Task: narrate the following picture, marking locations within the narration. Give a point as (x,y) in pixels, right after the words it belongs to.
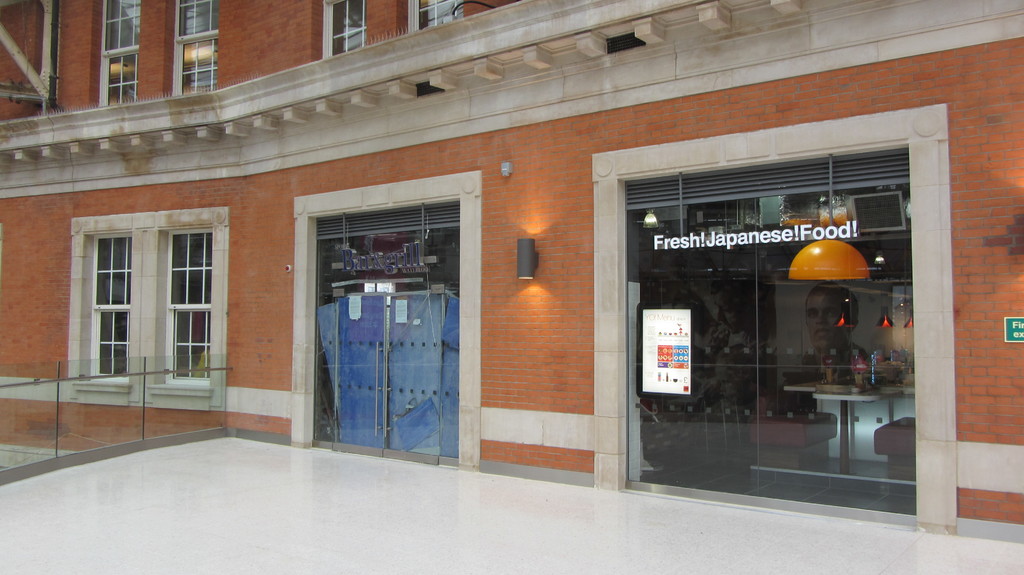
In this image there is a building (275,220) having windows (107,289) and doors (756,395). Behind the glass door (822,405) there is a table (833,390) having few objects (857,380) on it. Few lights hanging from the roof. There is some text (780,231) on the glass door (764,289). Left side (20,407) there is a fence (113,438) on the floor (202,490).
